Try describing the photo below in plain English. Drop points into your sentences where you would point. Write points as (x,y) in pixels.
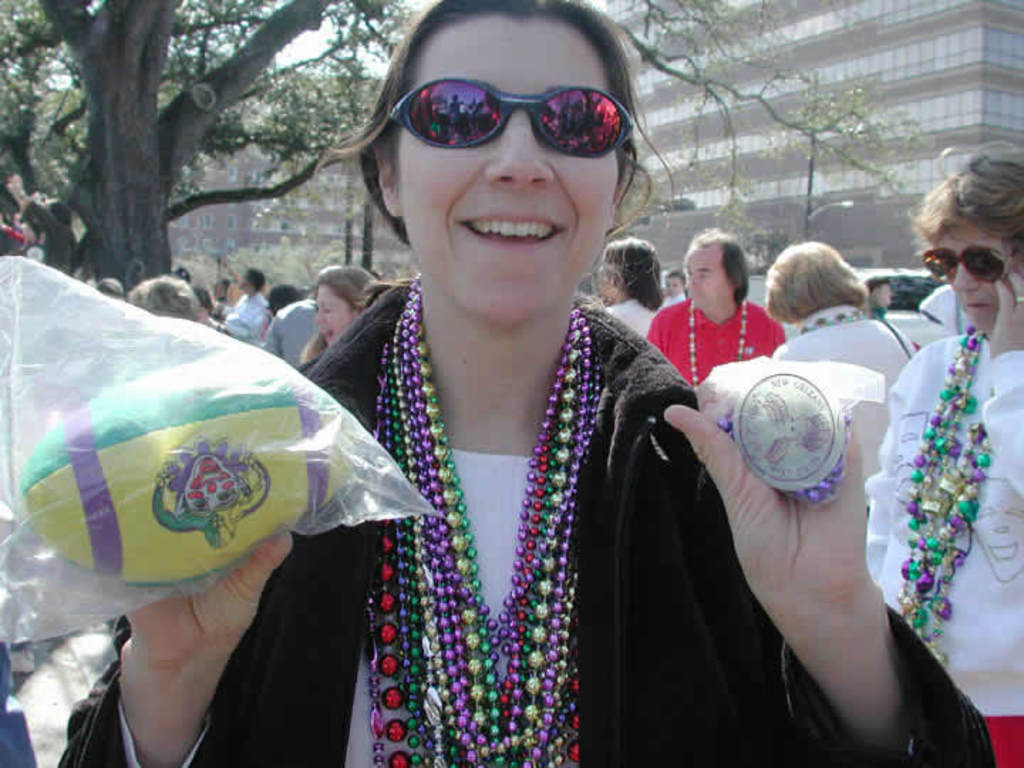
There is one woman (383,555) standing and wearing a black color coat (643,523) and holding some objects (204,413) in the middle of this image (447,363), and there is a crowd (684,290) in the background (784,308). There is a tree (188,163) on the left side of this image (134,155) and there is a building (723,149) at the top of this image (734,139).
